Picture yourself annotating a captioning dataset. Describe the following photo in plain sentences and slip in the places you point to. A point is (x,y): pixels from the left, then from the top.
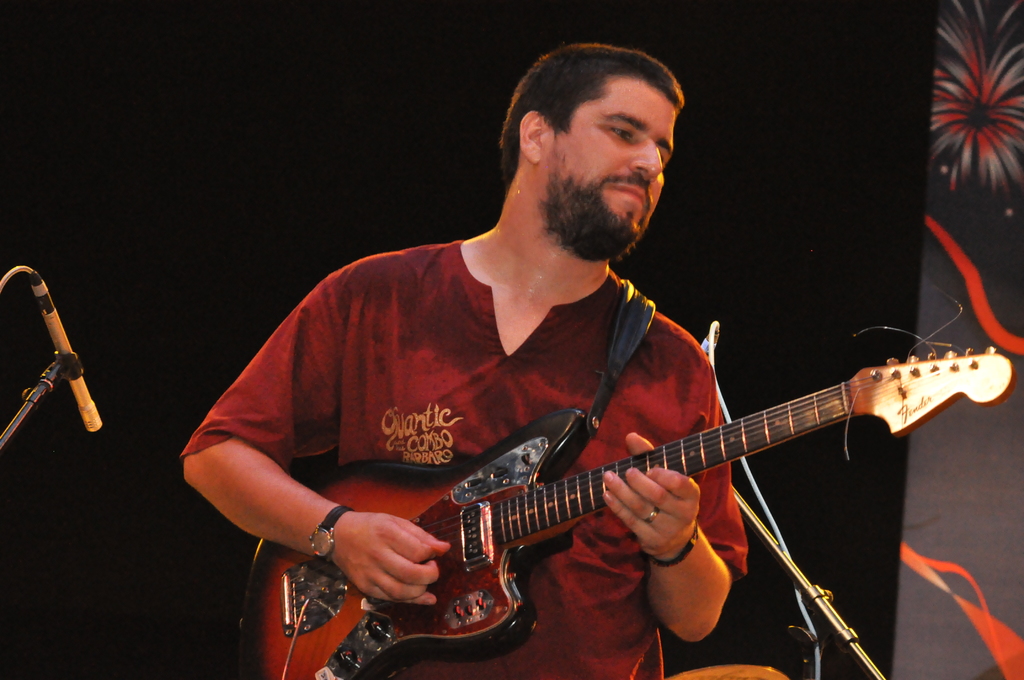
In this image we can see a person (613,442) holding a musical instrument (253,568). In the background of the image (758,538) there is a black background (783,612) and other objects (833,614). On the left side of the image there is a microphone (75,369).
